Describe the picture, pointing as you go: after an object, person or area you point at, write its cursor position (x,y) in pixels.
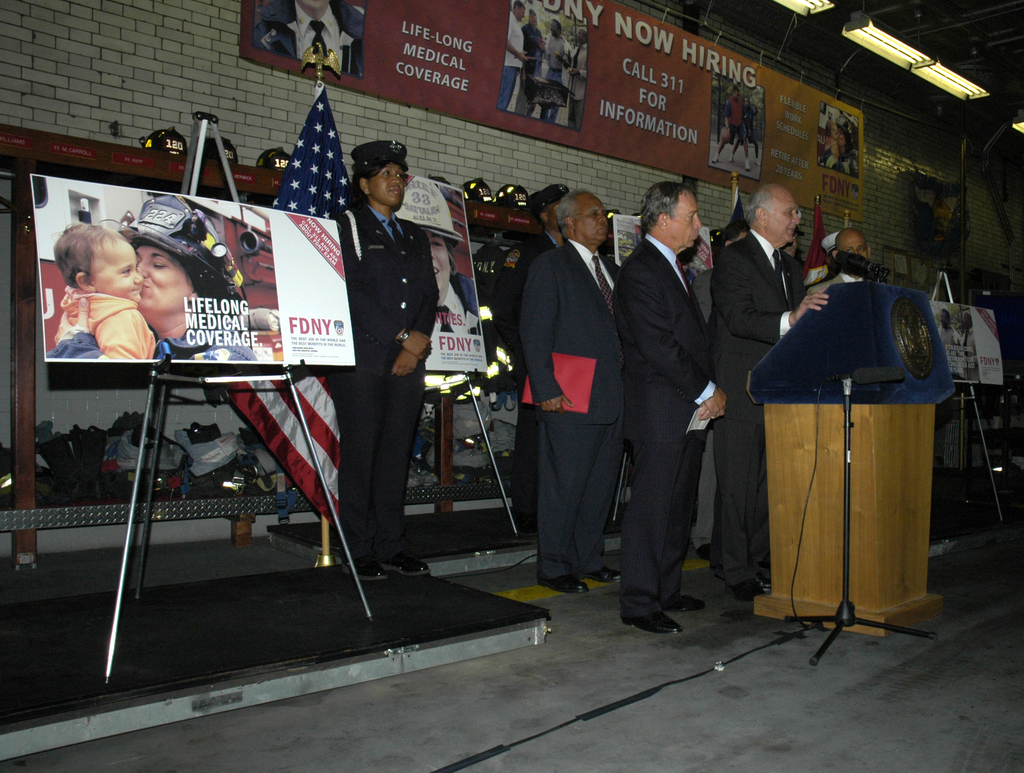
In this image there are boards (474,320) on the stands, flags (809,280), mikes (841,252), group of people (715,383) standing near the podium (771,561), boards (253,8) attached to the wall (72,87), lights (825,7).
